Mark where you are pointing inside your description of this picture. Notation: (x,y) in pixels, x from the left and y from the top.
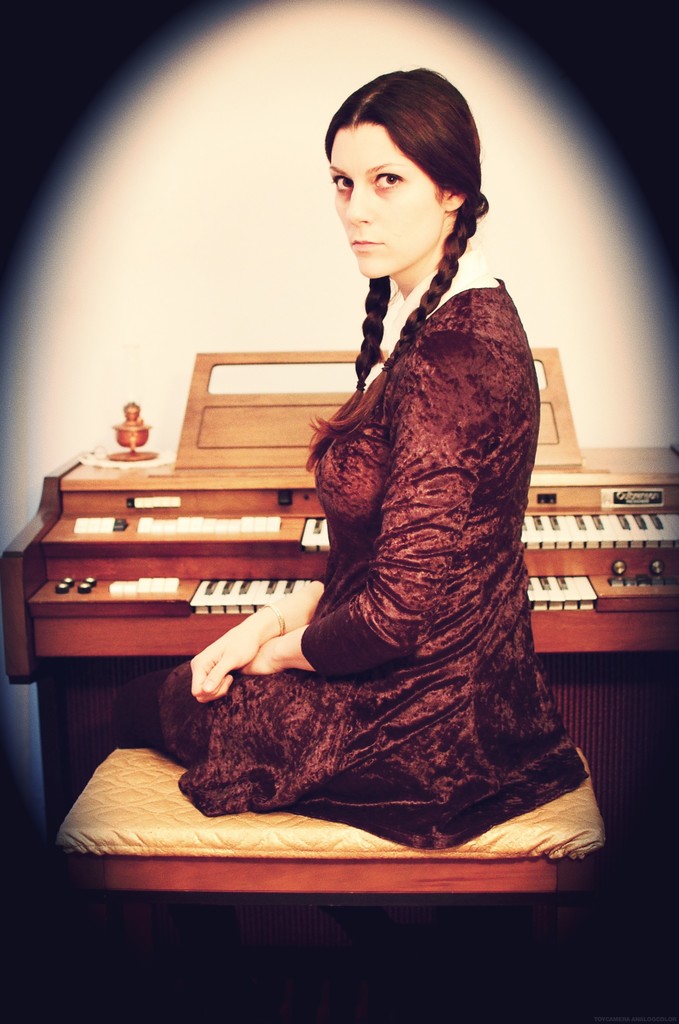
In the image there is a woman (403,405) sitting on chair (331,853) in front of a musical key board (251,600).
